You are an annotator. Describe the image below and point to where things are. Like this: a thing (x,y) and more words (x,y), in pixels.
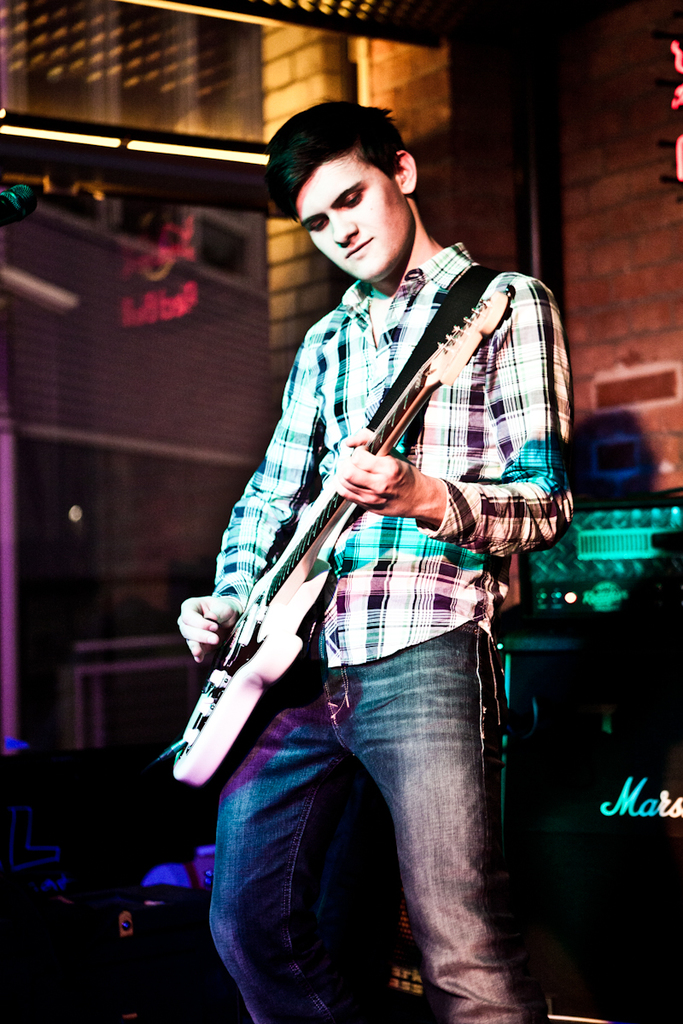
There is a man (453,874) who is playing guitar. This is mike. On the background (578,250) there is a wall (603,132) and these are the lights (205,153).
